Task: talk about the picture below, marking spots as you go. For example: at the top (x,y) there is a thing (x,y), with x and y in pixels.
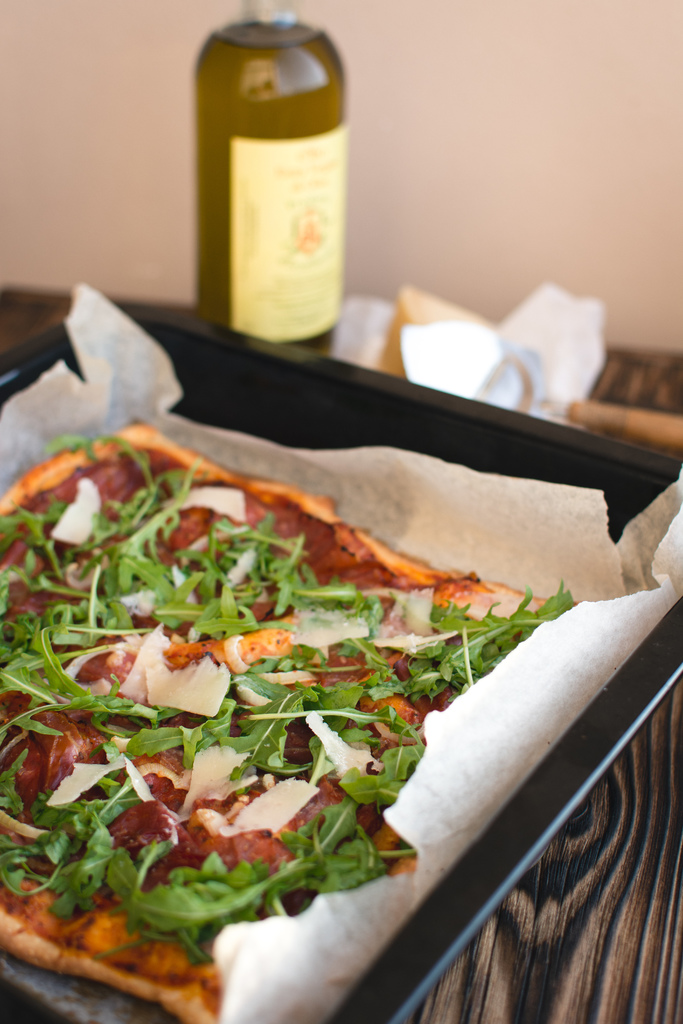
In the center (272,608) we can see some food item (240,764) on the table (515,928). And beside the plate (234,394) we can see one bottle (272,165).
